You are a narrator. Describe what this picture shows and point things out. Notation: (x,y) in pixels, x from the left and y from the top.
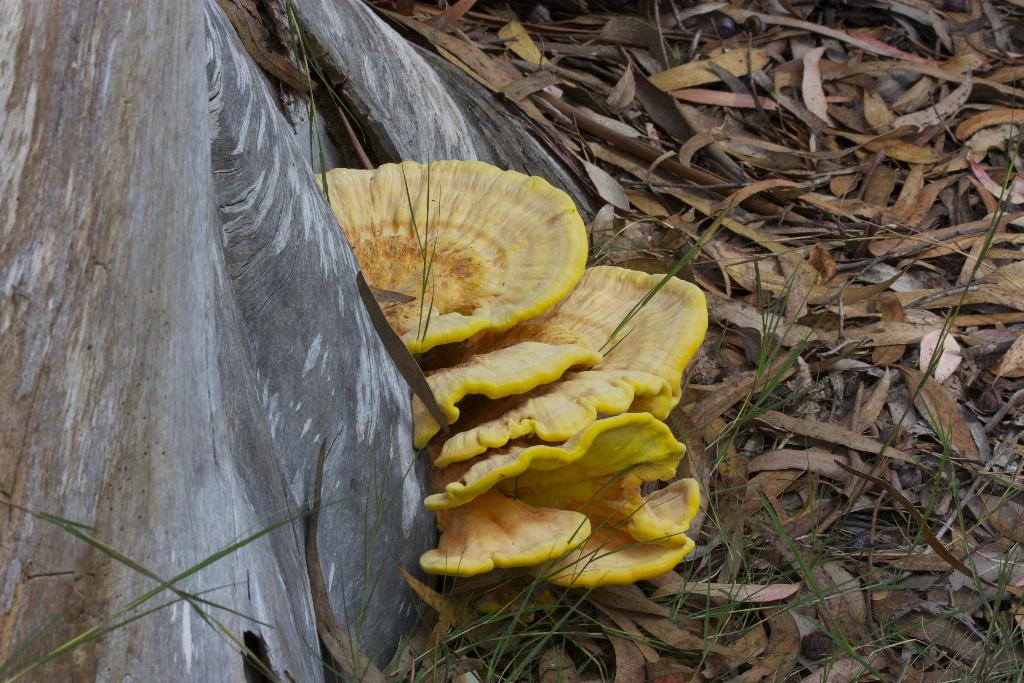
In this image, I can see mushrooms (621,393), dried leaves (837,494) and a tree trunk (187,120).
